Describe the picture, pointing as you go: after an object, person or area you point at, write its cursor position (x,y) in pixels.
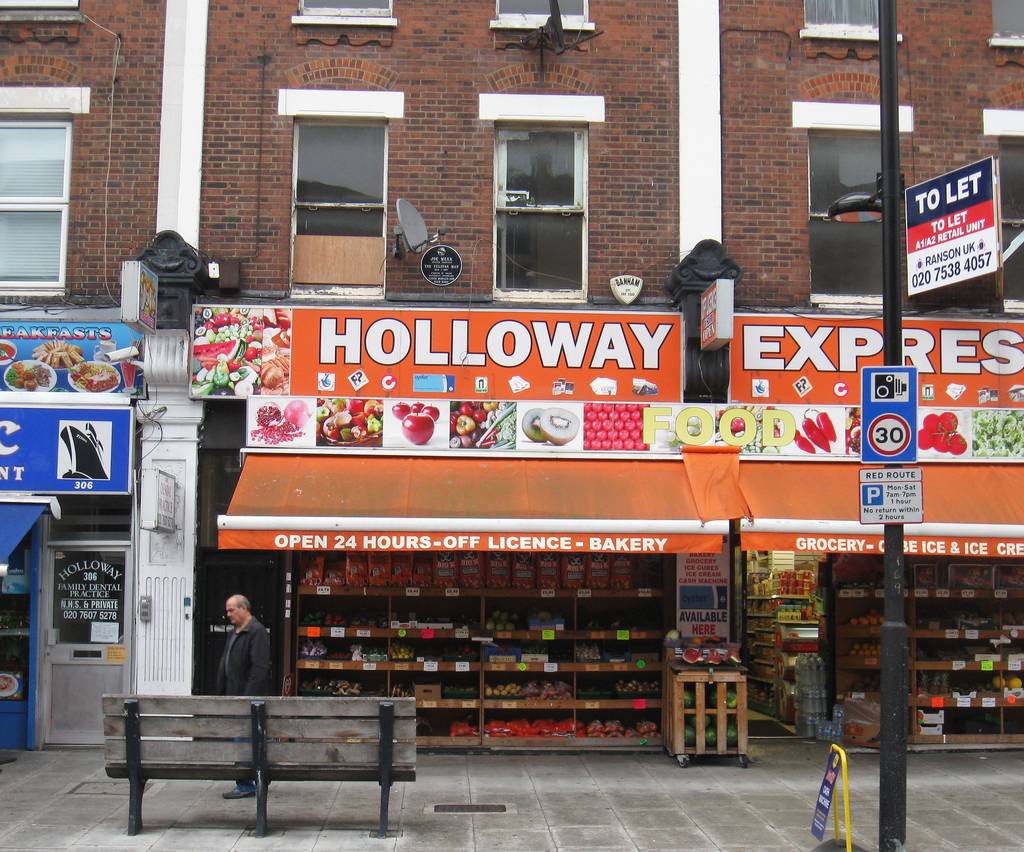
In this picture we can see boards (904,500), pole (882,472) and bench (318,719). There is a man (224,679) on path (112,840) and we can see stores (541,641), boards (949,213), building (560,105), windows (65,180) and objects (711,693).
